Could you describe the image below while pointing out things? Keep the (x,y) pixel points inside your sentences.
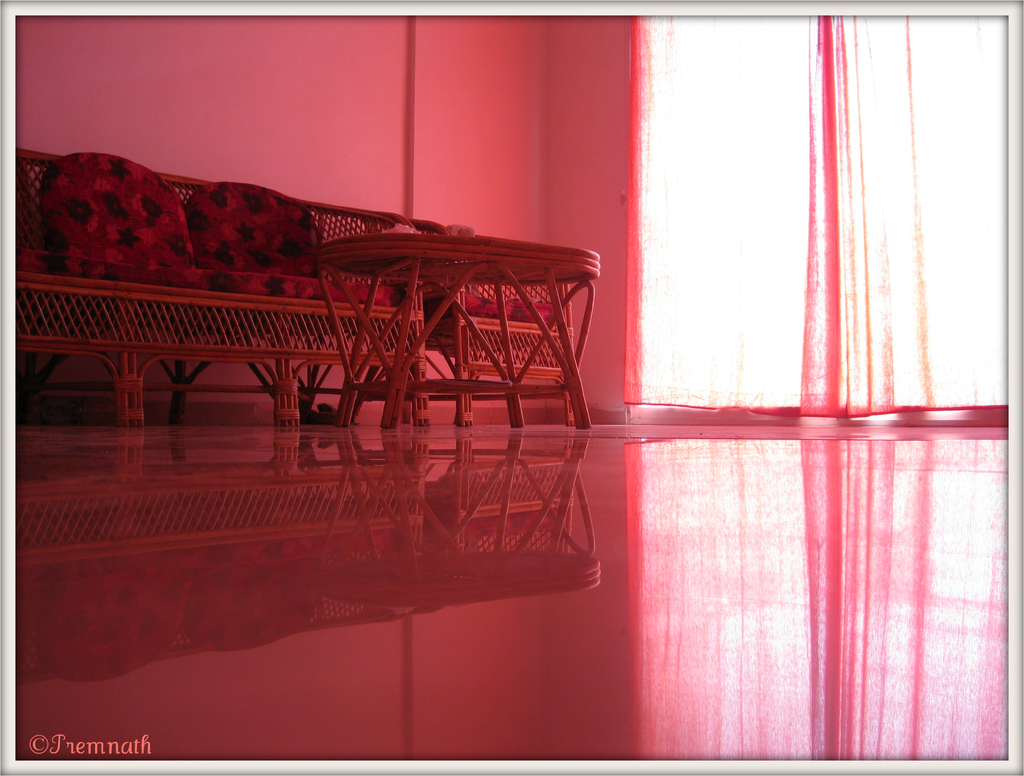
This image is taken indoors. At the bottom of the image (401,591) there is a floor (461,470). In the background (362,118) there is a wall (410,147) with a door (773,328) and there are two curtains (806,183). On the left side of the image (115,295) there is a sofa (212,265) and there is a wooden table (486,272) on the floor (331,588).
